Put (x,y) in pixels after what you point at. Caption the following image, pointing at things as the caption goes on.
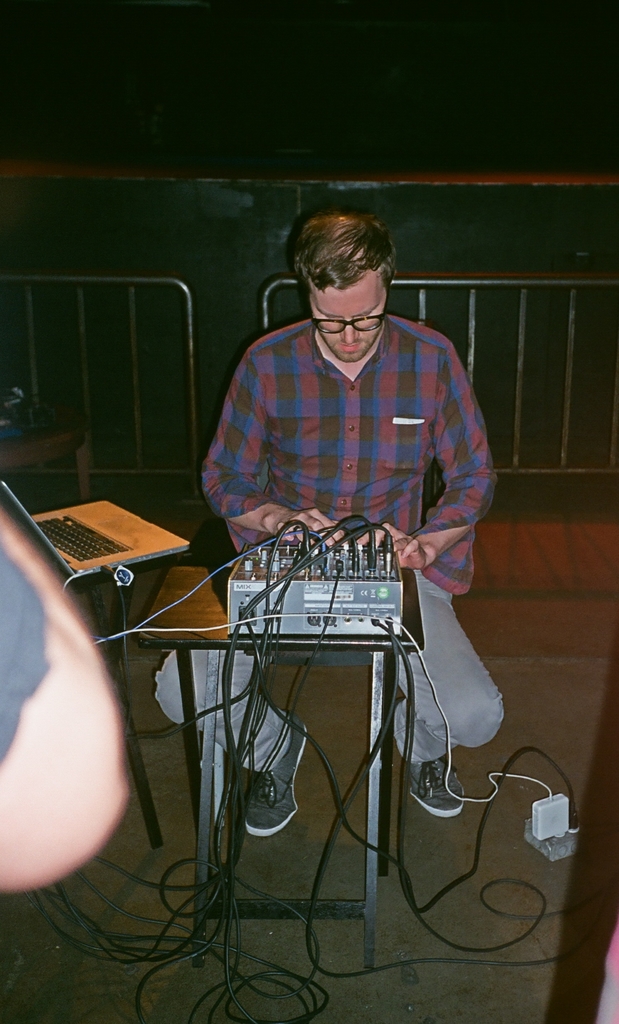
In this image in the center (294,462) there is one person (272,726) who is sitting, in front of him there is a table (199,771). On the table (199,598) there is some object (315,596) and some wires (303,732), and on the left side (75,543) there is a laptop (75,558) and one persons hand (53,687) is visible. At the bottom of the image (69,898) there are some wires (69,898), and in the background (522,349) there is a railing (193,327) and it looks like a wall (339,189).
